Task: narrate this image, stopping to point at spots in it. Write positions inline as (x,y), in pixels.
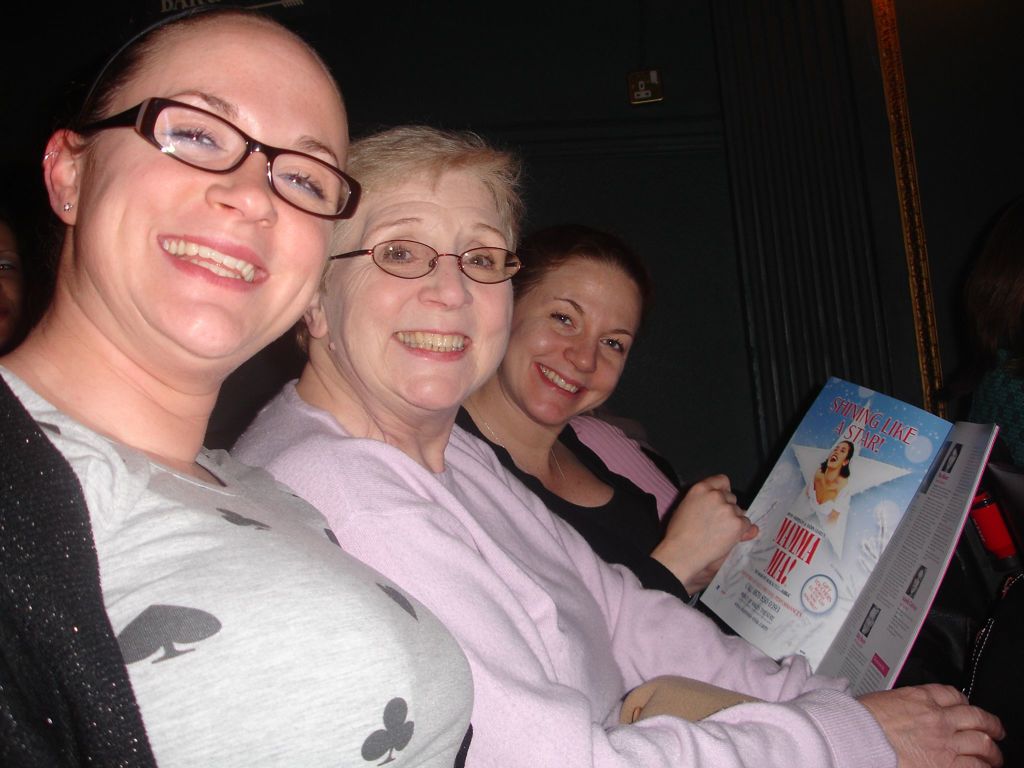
In this image there are three women (527,470) sitting with a smile on their face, one of them is holding a book (855,569) in her hand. In the background (595,132) there is a wall (570,58).
